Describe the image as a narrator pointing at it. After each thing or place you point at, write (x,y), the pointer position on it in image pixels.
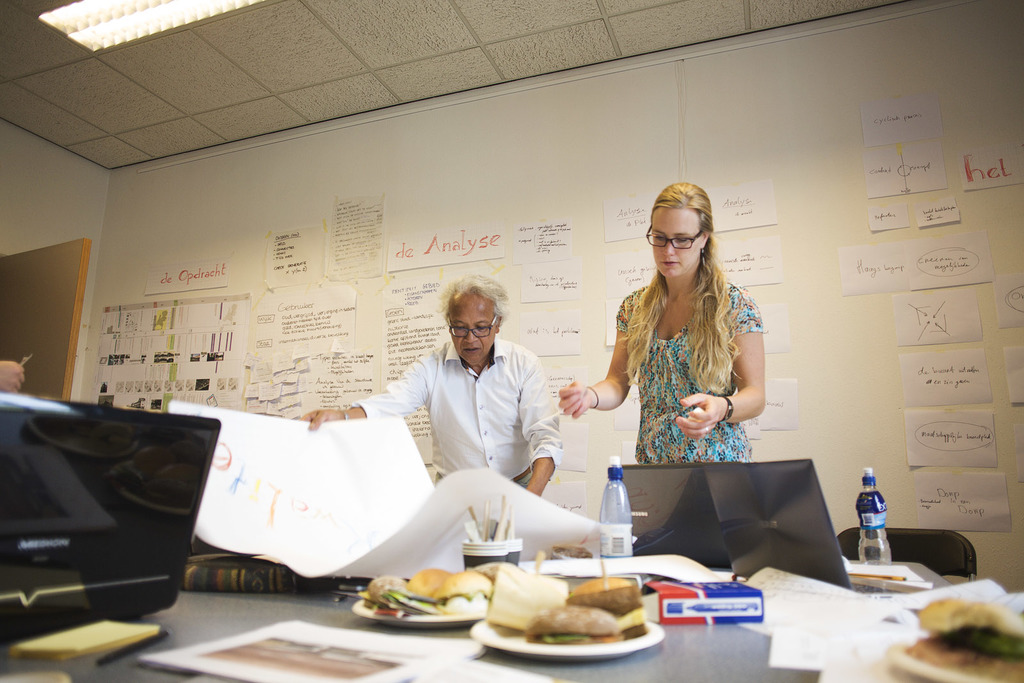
In this picture we can see two persons (647,437) standing on the floor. This is the table (209,610). On the table (226,612) there are laptop (149,562), papers (831,644), plates (524,651) and food (513,614). And this is the chair (967,565). On the background (781,25) there is a wall (814,78). And these are the posters (281,309).
